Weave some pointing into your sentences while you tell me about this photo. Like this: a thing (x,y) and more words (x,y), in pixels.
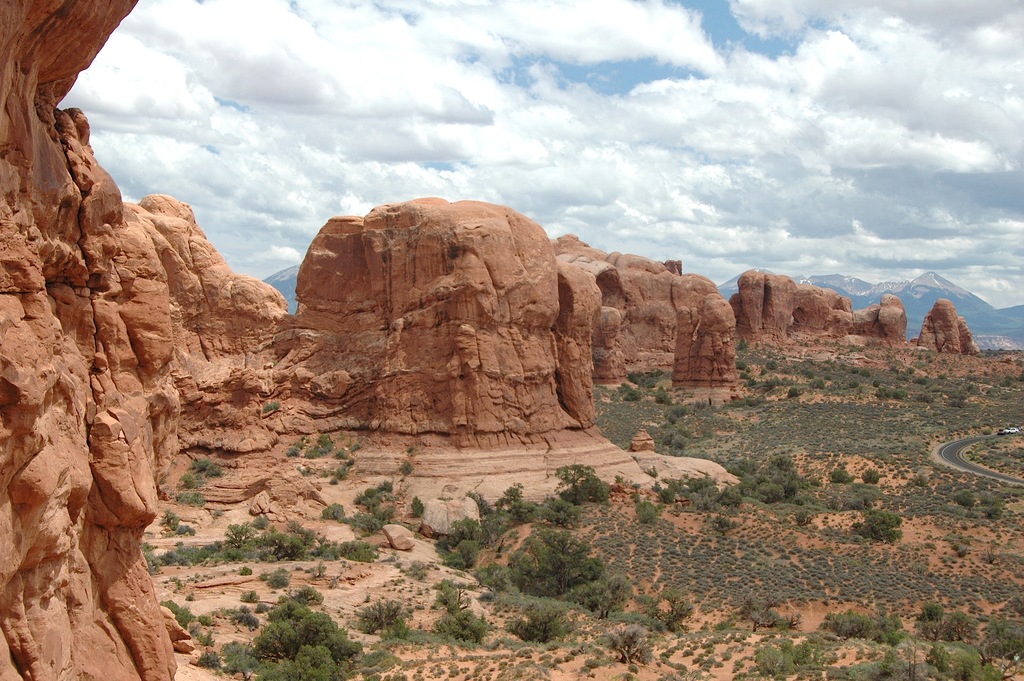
In this image in the center (510,322) there are mountains (360,320) and there is grass (714,562) on the ground (714,562) and there are plants (520,560) and the sky (661,100) is cloudy. In the front (94,307) there are rocks (152,326).
